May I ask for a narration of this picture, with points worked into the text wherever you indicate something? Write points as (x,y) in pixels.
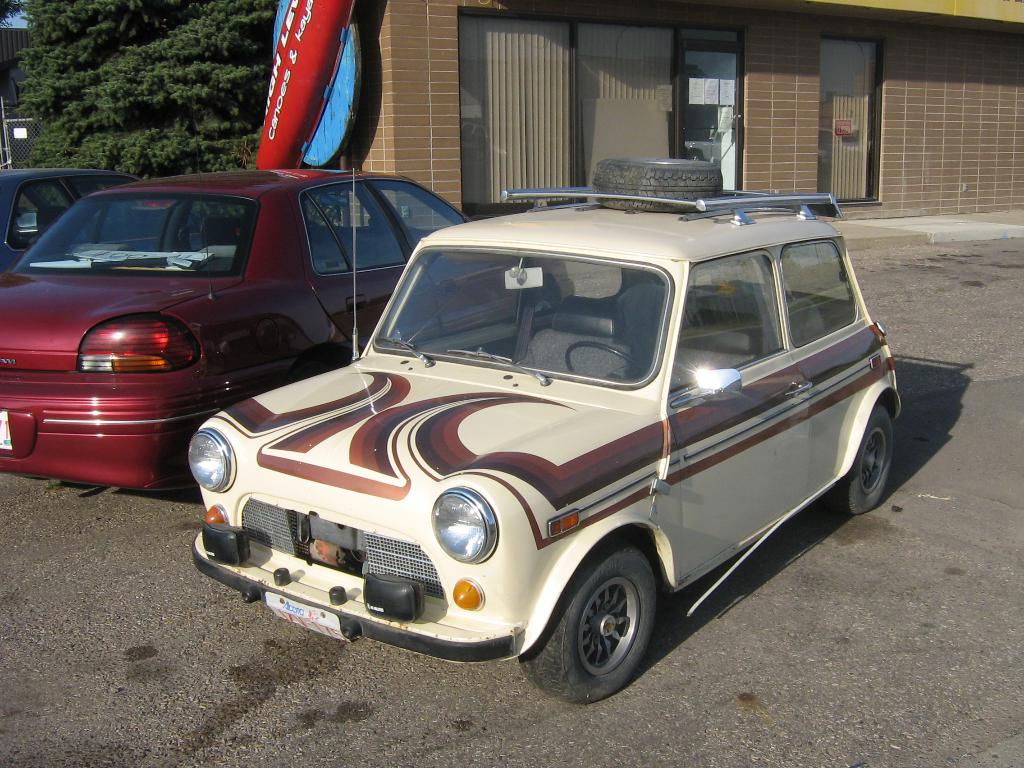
At the bottom of the image (747,657) there is a road (164,654) with cars (135,366). Behind the cars (400,305) to the right side (771,96) there is a building (791,115) with walls (969,128), glass doors (690,98) and pillars (426,94). At the top left corner of the image (260,68) there is a tree (116,74).
